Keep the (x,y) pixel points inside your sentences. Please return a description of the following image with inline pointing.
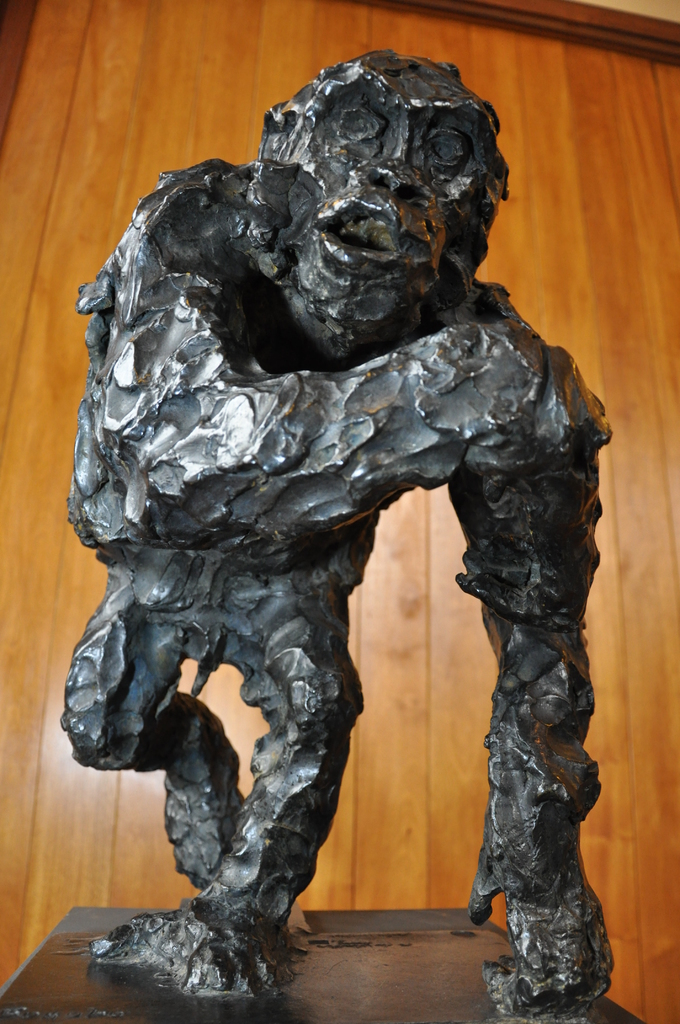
In this image we can see statue (184,607) of a monkey (184,607) which is in black color and in the background of the image (62,229) there is wooden door (603,341).
